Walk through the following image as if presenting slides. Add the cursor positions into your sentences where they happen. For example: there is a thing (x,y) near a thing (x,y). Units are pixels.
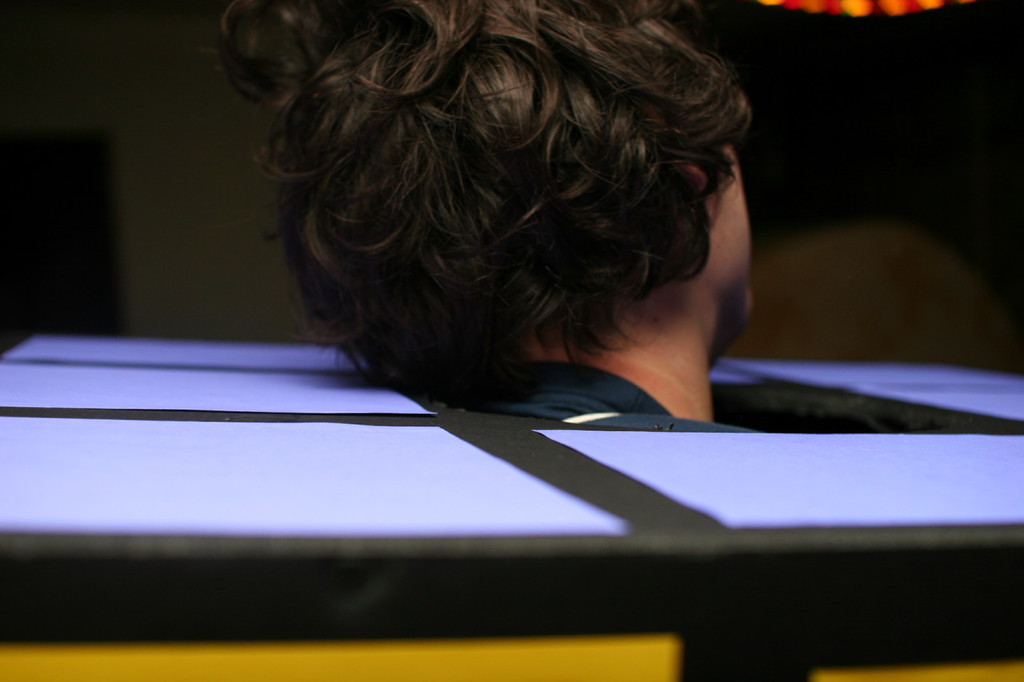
In this image we can see the person (579,309) in the box (616,443) and dark background (985,210).
